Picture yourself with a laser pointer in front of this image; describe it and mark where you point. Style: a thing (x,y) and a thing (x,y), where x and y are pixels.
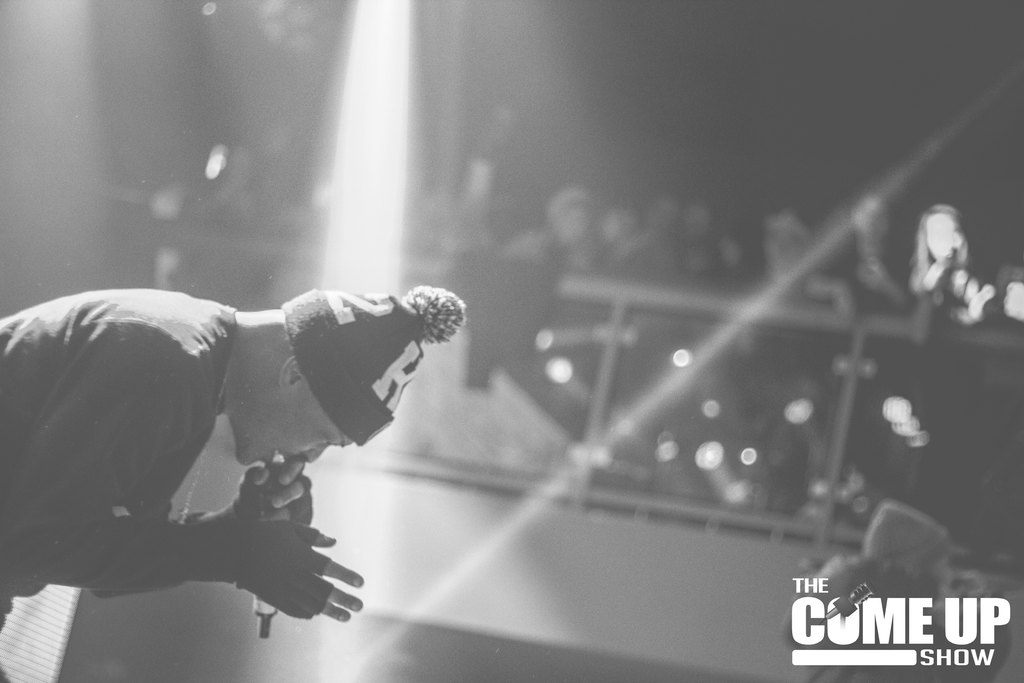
In the left side (123,402) a man (259,563) is singing, he wore a cap (351,416) here many people (699,253) are standing and observing him.
